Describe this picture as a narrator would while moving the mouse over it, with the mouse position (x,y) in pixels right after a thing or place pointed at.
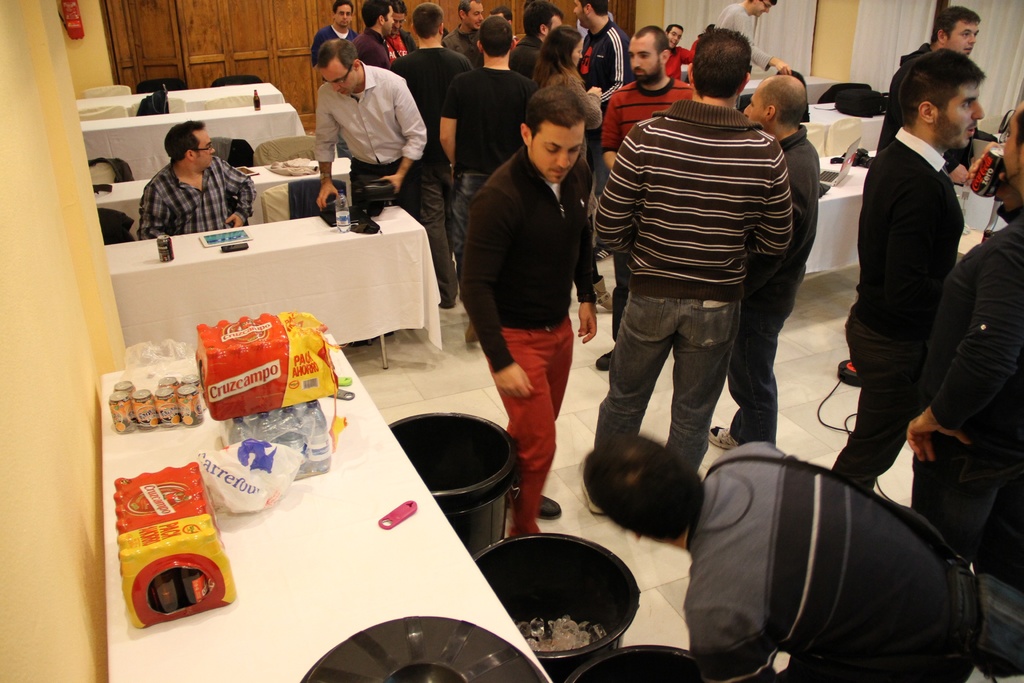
In this image we can see group of persons (745,558) on the ground (587,389). On the left side of the image (338,622) there are tables (295,250), chairs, tins (187,411) and opener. In the background (1020,86) there are bags (847,108), tables (852,192), laptop (823,182), curtain (789,56) and wall (13,322).
